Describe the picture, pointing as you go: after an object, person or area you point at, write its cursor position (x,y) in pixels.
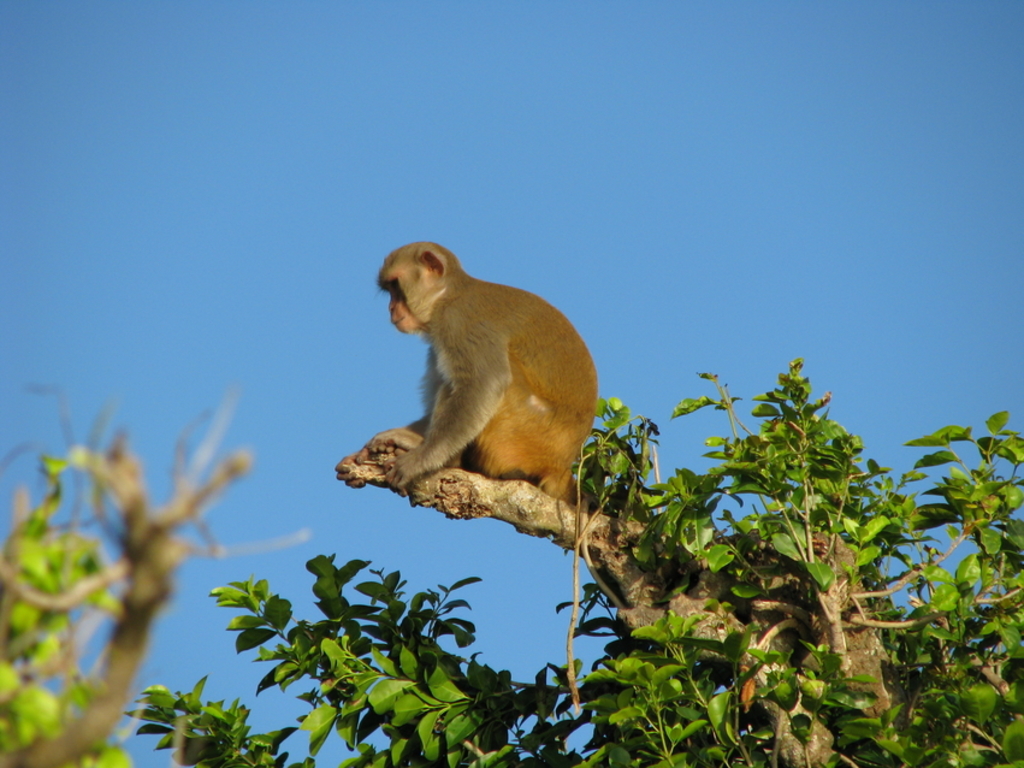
In this image I can see a monkey (518,452) sitting on a tree (624,683). There is sky (564,130) at the top (496,123).
